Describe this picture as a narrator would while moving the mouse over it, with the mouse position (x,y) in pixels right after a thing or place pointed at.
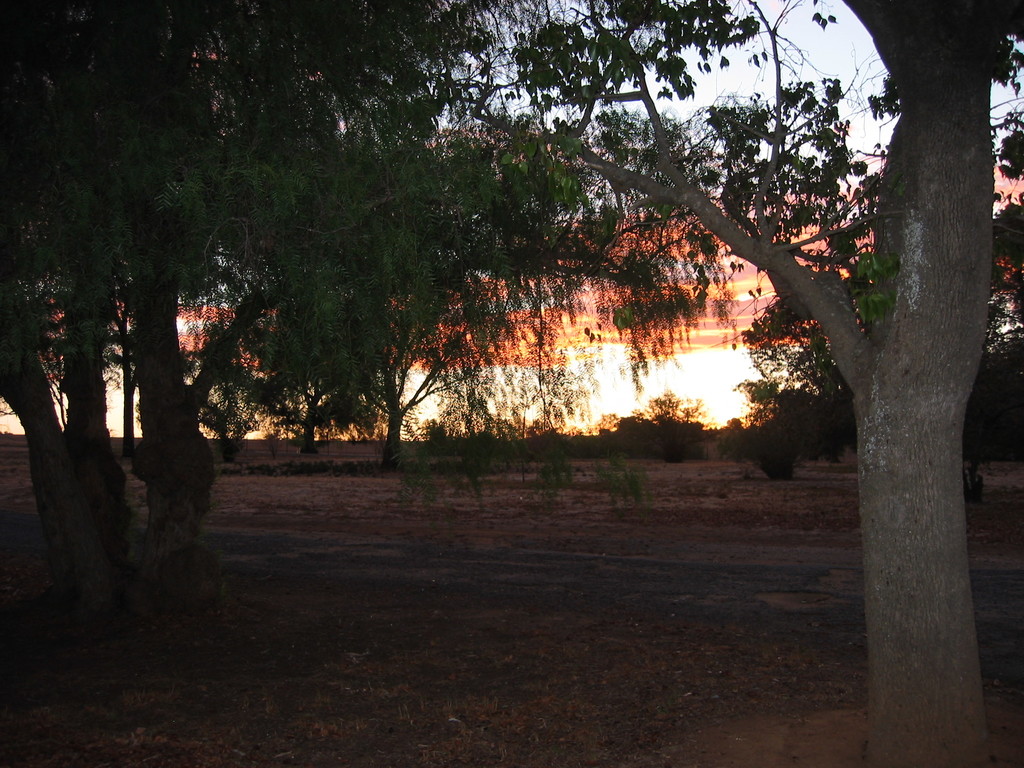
In this picture we can see trees (751,333), there is the sky (769,100) in the background (771,110).
